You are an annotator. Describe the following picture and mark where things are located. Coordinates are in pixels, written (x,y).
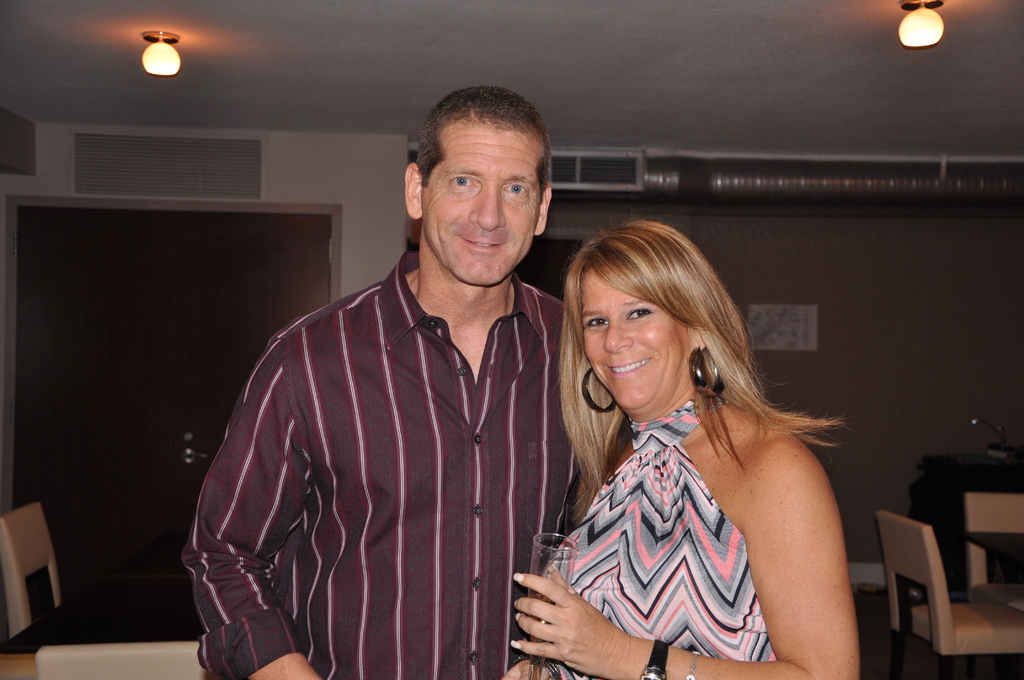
In the image there is a man (458,312) and woman (824,662) standing in the front (452,512) smiling, it seems to be clicked in a restaurant (678,71), behind them there are tables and chairs (1021,644) and there are lights (169,66) over the ceiling (887,70).
